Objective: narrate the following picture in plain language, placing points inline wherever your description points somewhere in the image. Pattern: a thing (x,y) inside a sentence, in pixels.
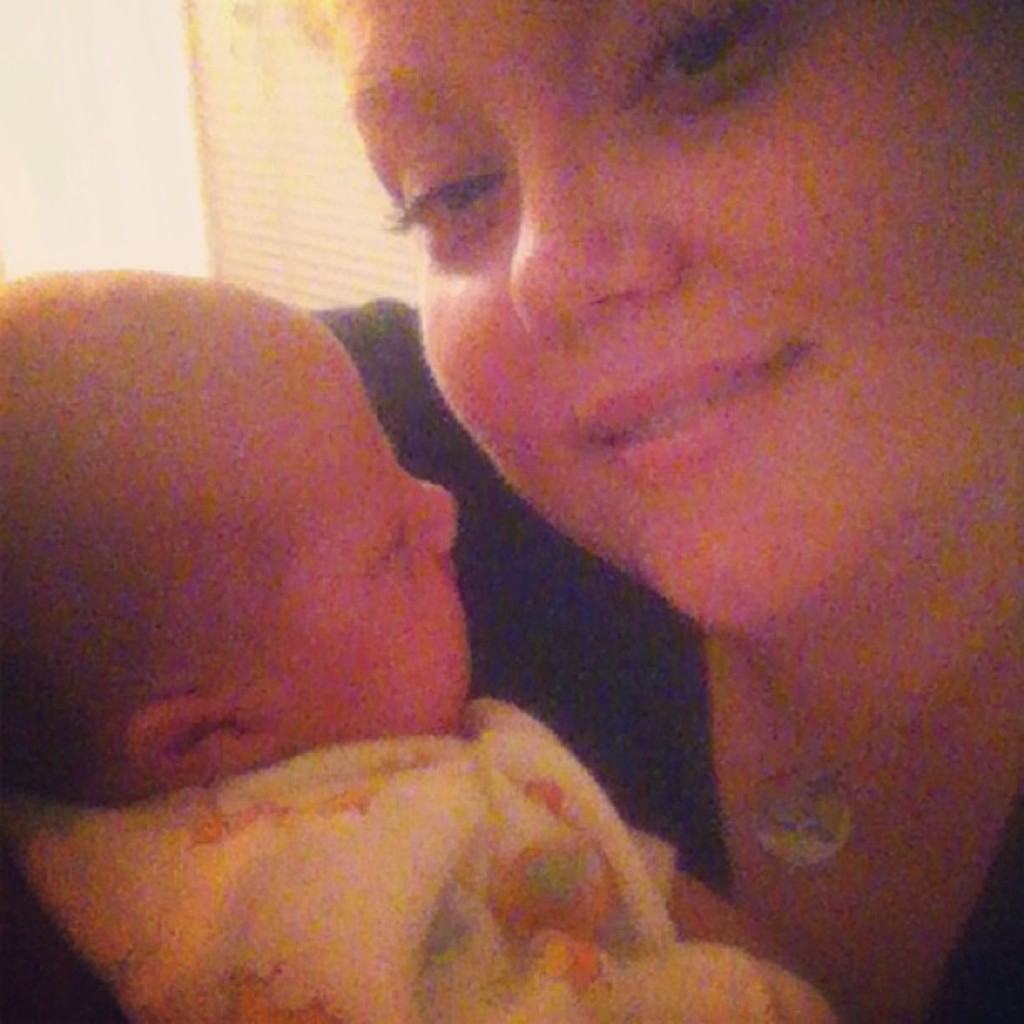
In this image there is one woman (740,602) who is smiling and she is holding one baby (393,504), in the background (317,191) there is a wall (195,173).
